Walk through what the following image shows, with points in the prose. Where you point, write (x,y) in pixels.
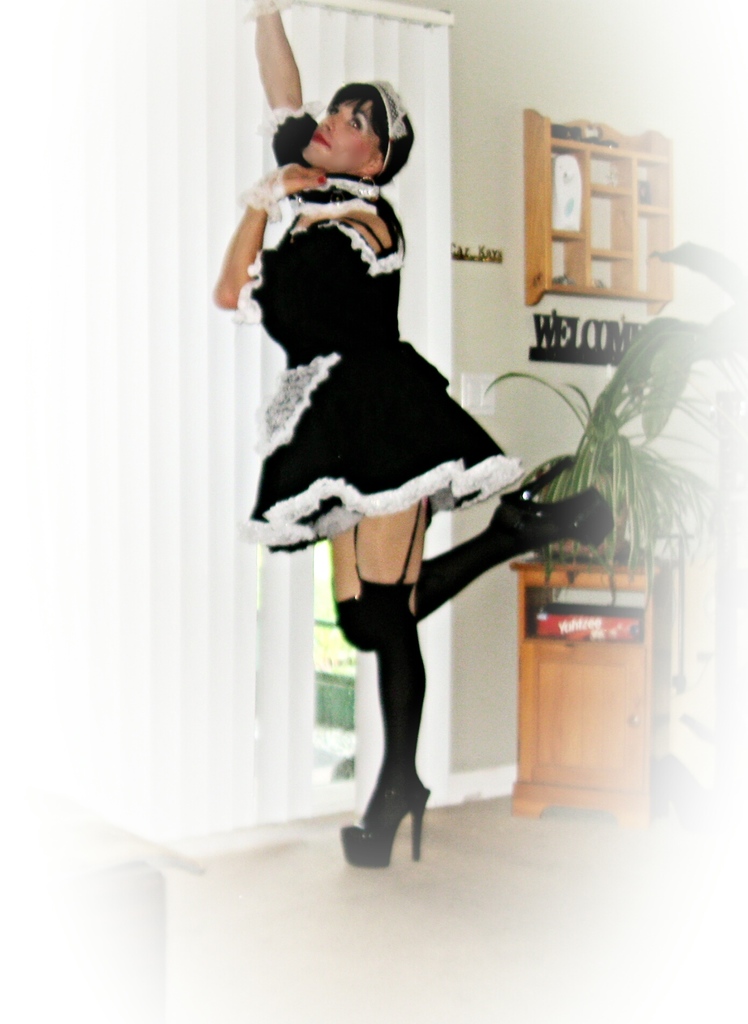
In this picture we can see a woman (389,411) standing in the middle (372,344), on the right side (625,380) there is a plant (662,402), in the background (587,344) we can see a welcome board (598,346) and a wall (468,105), we can see cupboard (593,705) at the bottom (598,769), on the left side (160,384) there is a curtain (165,323).
